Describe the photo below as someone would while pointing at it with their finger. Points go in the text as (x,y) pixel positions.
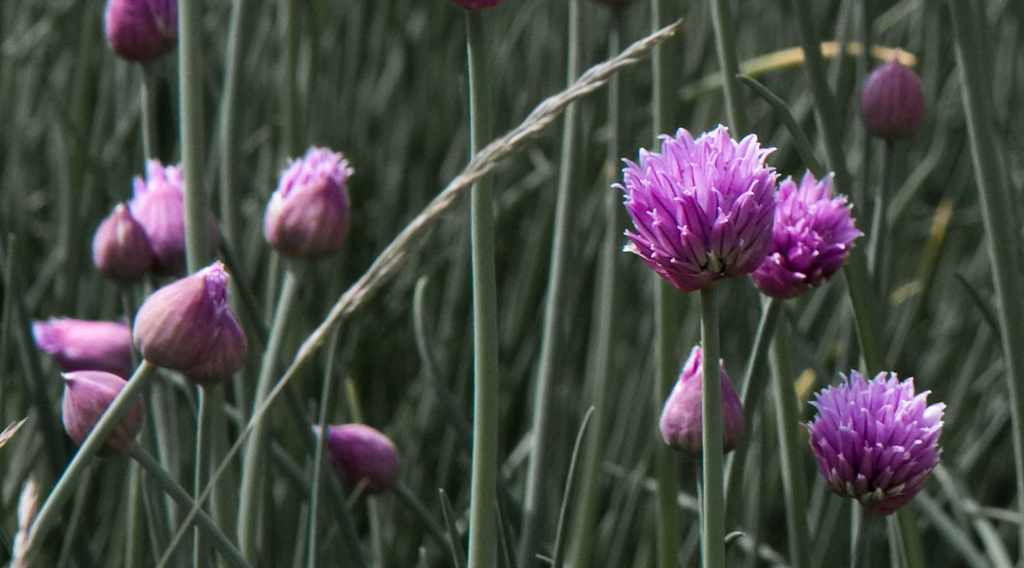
In this image we can see flowers (706,218) and buds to the plants (425,229).
